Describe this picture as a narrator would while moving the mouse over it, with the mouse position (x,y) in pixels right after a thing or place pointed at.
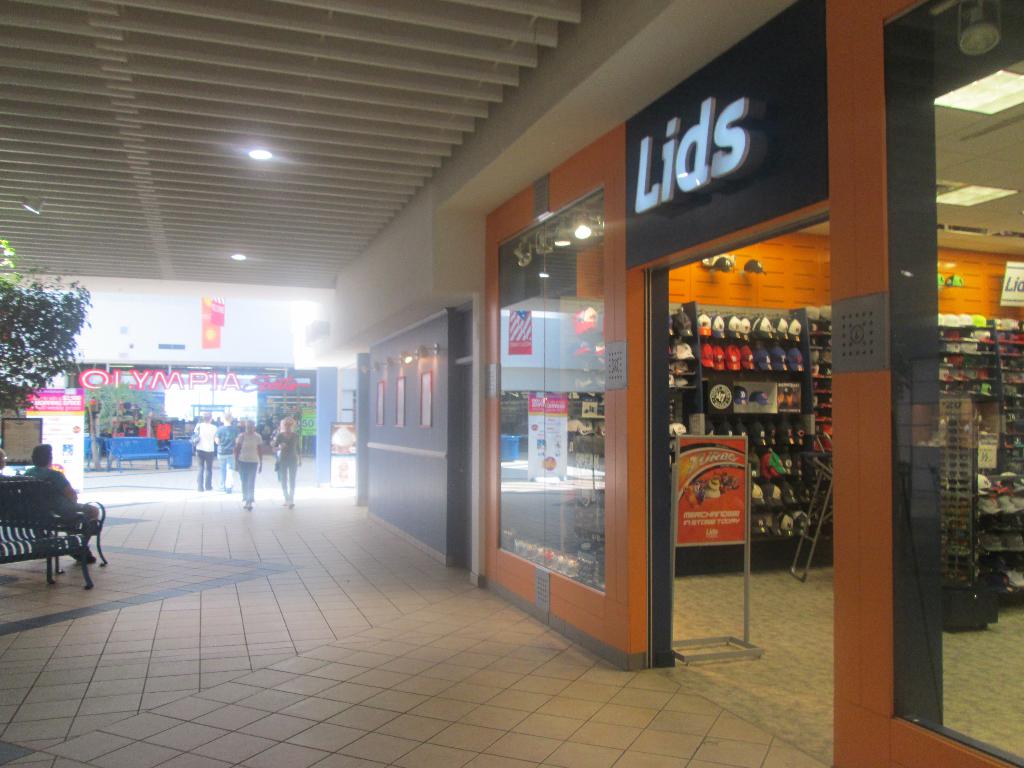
In this picture I can see a person (59,493) sitting on the bench chair (43,502), on the left side (9,353) there is a tree (35,306). In the middle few persons (246,450) are walking, on the right side (856,337) it looks like a store (542,430), there are lights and a board (709,217).
